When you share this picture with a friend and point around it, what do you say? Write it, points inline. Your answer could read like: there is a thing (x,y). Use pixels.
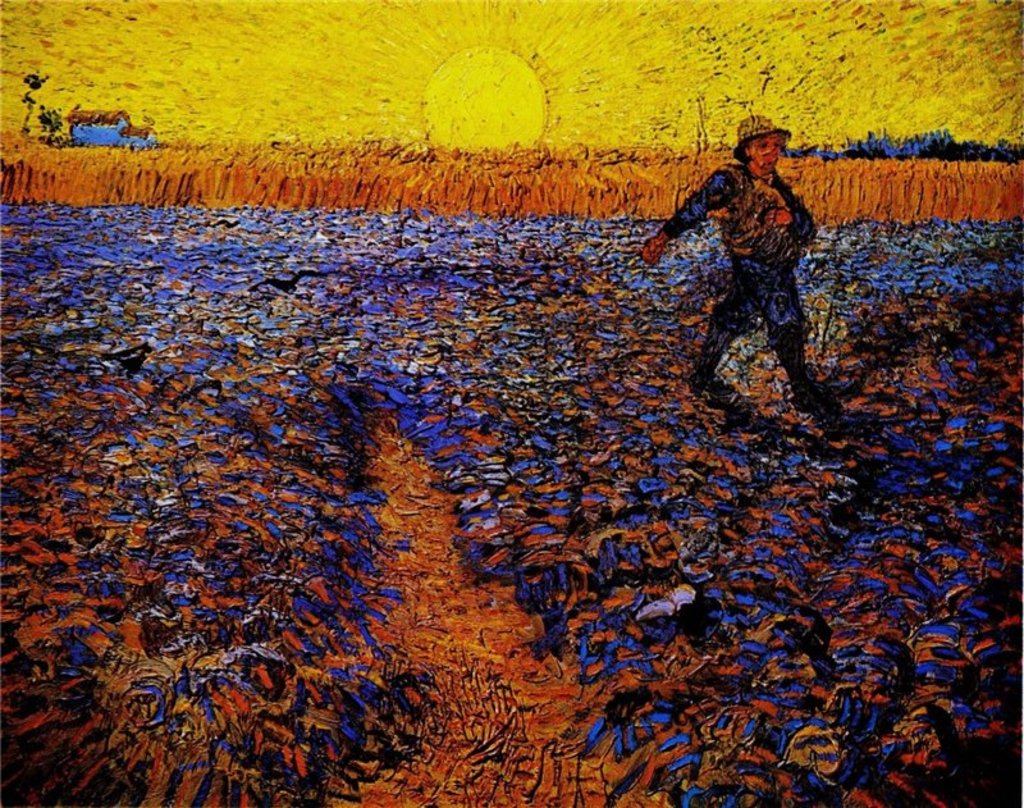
There is some artwork (486,469) and there is a sunrise (498,88), crops (327,163) and in the front (709,364) a person (711,381) is walking in between the crops (616,410).
